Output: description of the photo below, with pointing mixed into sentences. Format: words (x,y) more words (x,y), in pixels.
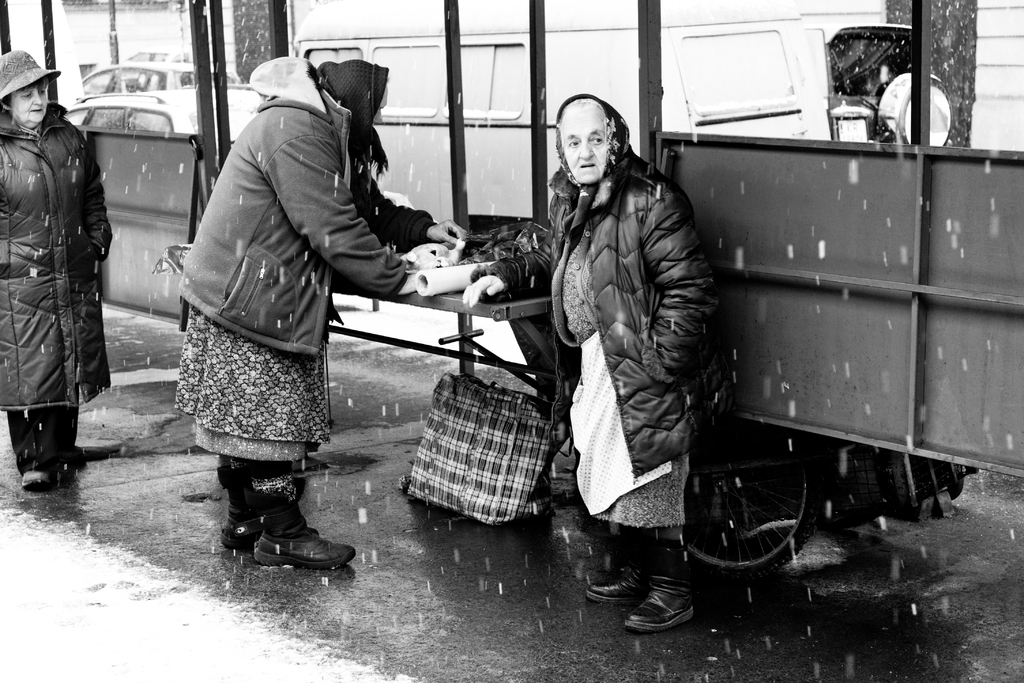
This is a black and white image. In this image we can see four women (48,274) standing on the ground (410,597). At the bottom of the image (450,501) we can see a bag (497,382) on the ground (399,387). In the background (805,36) we can see vehicles (485,34) and buildings (186,22).
